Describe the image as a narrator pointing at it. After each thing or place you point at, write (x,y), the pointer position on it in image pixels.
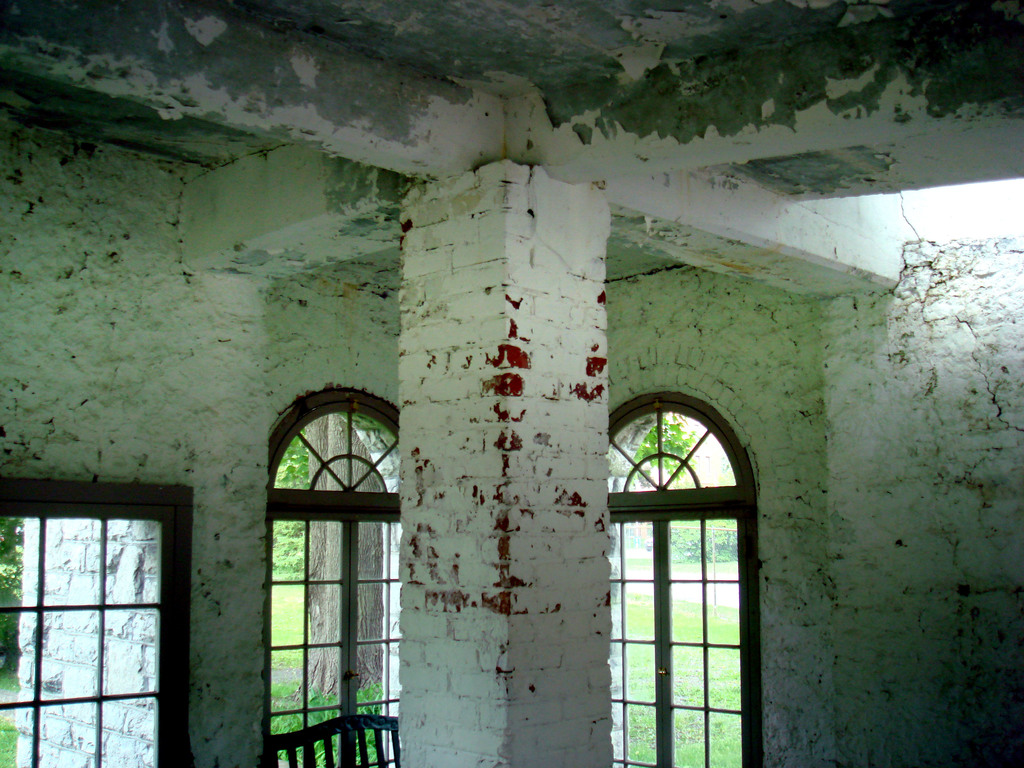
In this picture we can see a building (533,488) with windows (42,566). Inside the building (344,667), there is a pillar (525,553). Behind the windows (49,712), there are trees (332,477) and grass (642,638). At the top of the image (318,120), there is a ceiling (529,97).
